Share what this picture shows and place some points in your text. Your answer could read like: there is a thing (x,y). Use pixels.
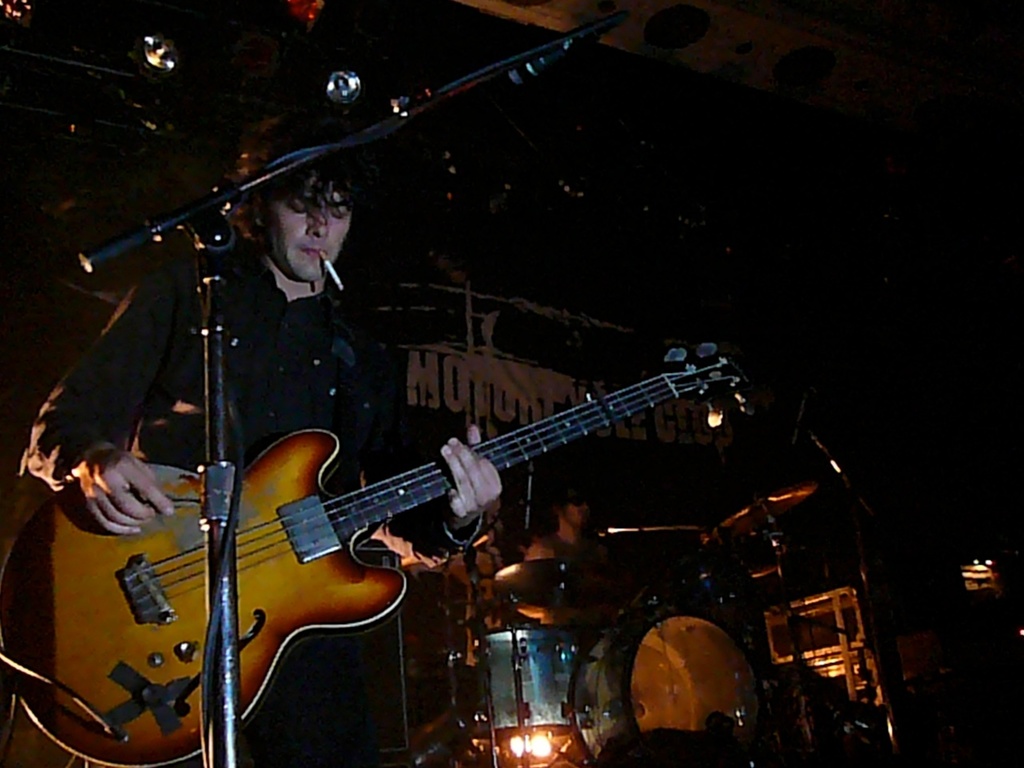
In this picture the persons (268,389) are playing the guitar (330,556) and drums (692,625) and the background (659,418) is dark.
